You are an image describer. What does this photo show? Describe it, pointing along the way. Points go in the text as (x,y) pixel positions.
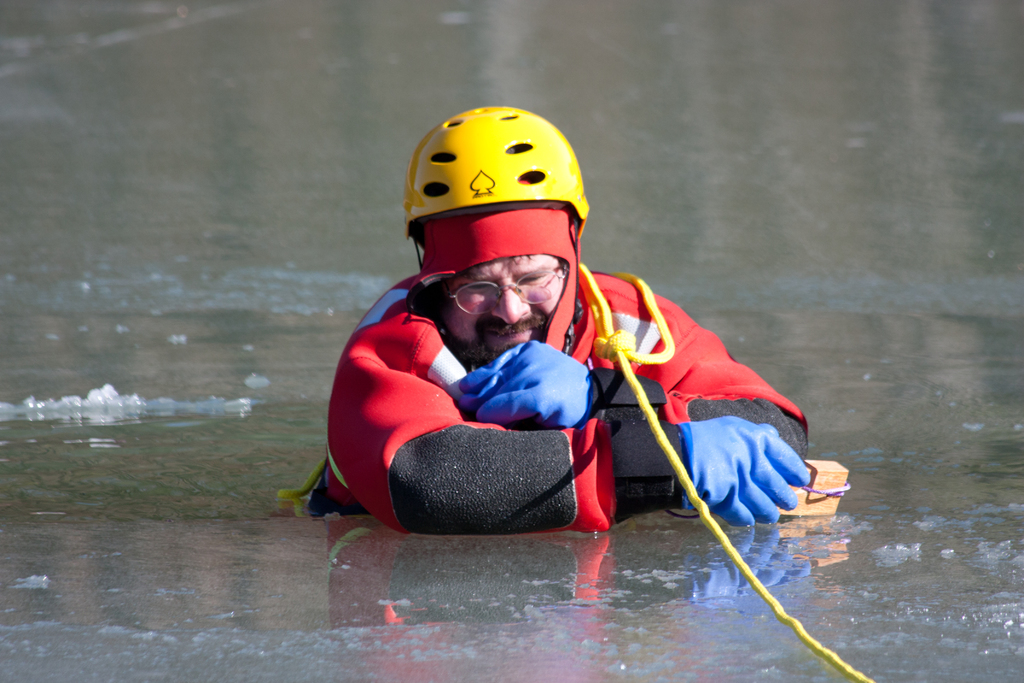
In this image we can see a person (760,464) wearing a helmet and holding an object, is in a water (704,525) and there is a rope (799,636) in front of him.
